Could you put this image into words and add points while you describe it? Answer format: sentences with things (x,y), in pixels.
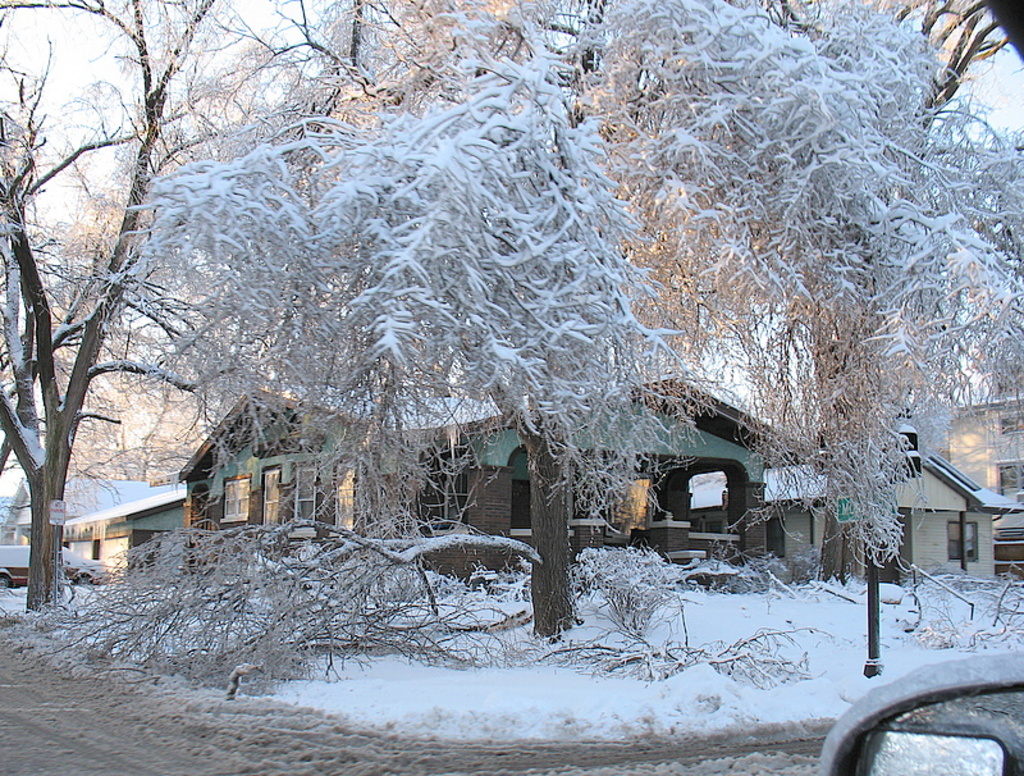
As we can see in the image there are trees (576,262), houses (747,459), snow (714,599) and sky (221,60).
